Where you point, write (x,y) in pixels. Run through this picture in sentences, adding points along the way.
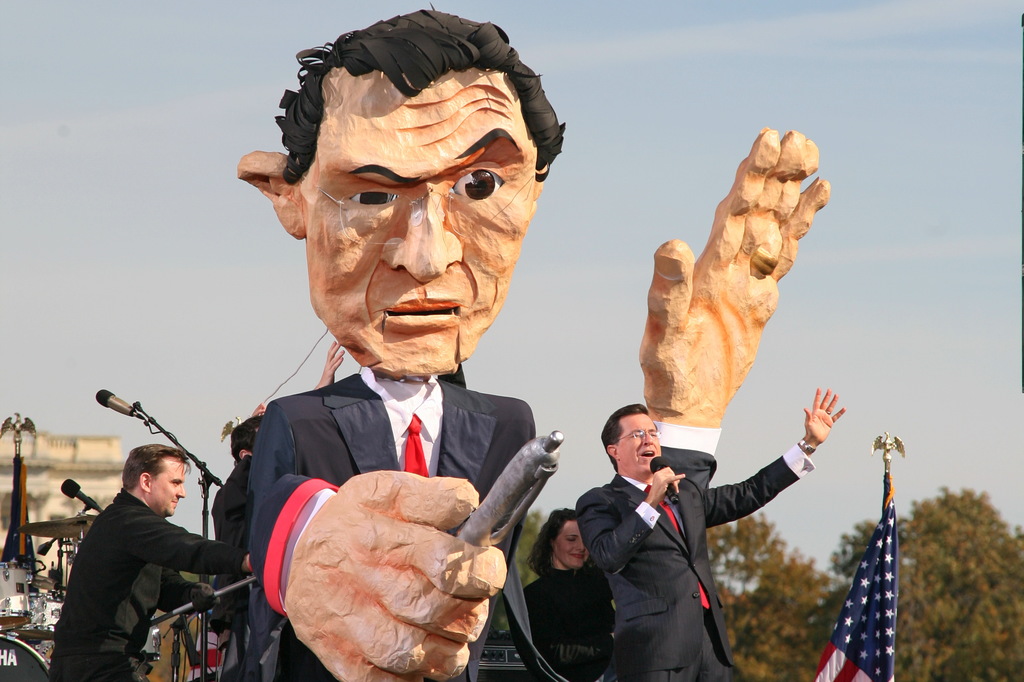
In the center of the image (459,354) there is a depiction (376,631) of a person (411,382). There is a person (641,533) holding a mic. There is a flag (838,641). There are musical instruments (3,585). There is a person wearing suit (650,637) to the right side of the image (700,499). In the background of the image (96,433) there is a building (120,460), Sky (256,341) and trees (1014,594).
